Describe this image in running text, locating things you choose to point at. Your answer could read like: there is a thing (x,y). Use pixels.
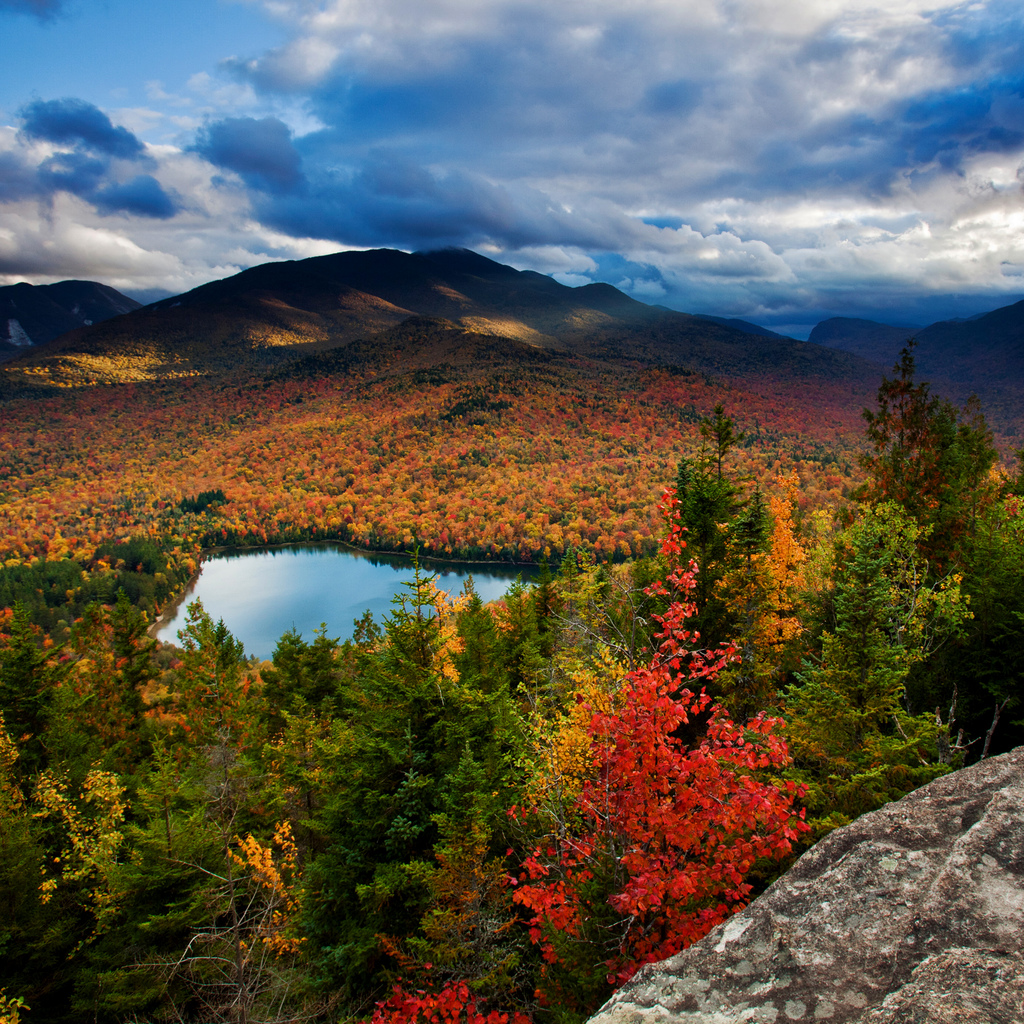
Here in this picture we can see the ground (141,587) is fully covered with grass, plants (234,837) and trees (113,612) and in the front (557,857) we can see colorful leaves (652,891) present on plants (381,903) and trees (711,884) and on the right bottom side (1001,869) we can see a rock stone (734,968) present and in the far we can see mountains (256,296) present and in the middle (357,601) we can see a pond (202,563), which is filled with water (263,635) present and we can see the sky (186,88) is fully covered with clouds (369,69).
